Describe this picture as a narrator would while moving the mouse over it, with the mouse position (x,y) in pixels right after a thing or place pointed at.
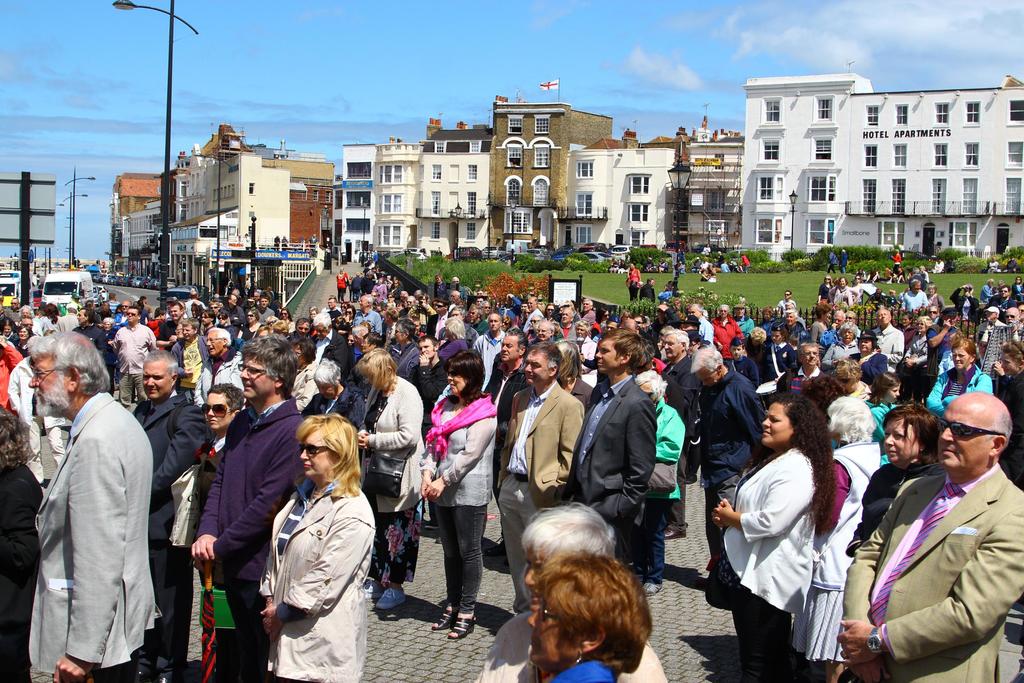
In this image, we can see a group of people (315,408) are standing. Background (479,239) we can see so many buildings (424,225), poles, plants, trees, vehicles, road (126,289), grass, boards (11,224). Top of the image (503,45), there is a sky (433,57) and flag (552,87).
